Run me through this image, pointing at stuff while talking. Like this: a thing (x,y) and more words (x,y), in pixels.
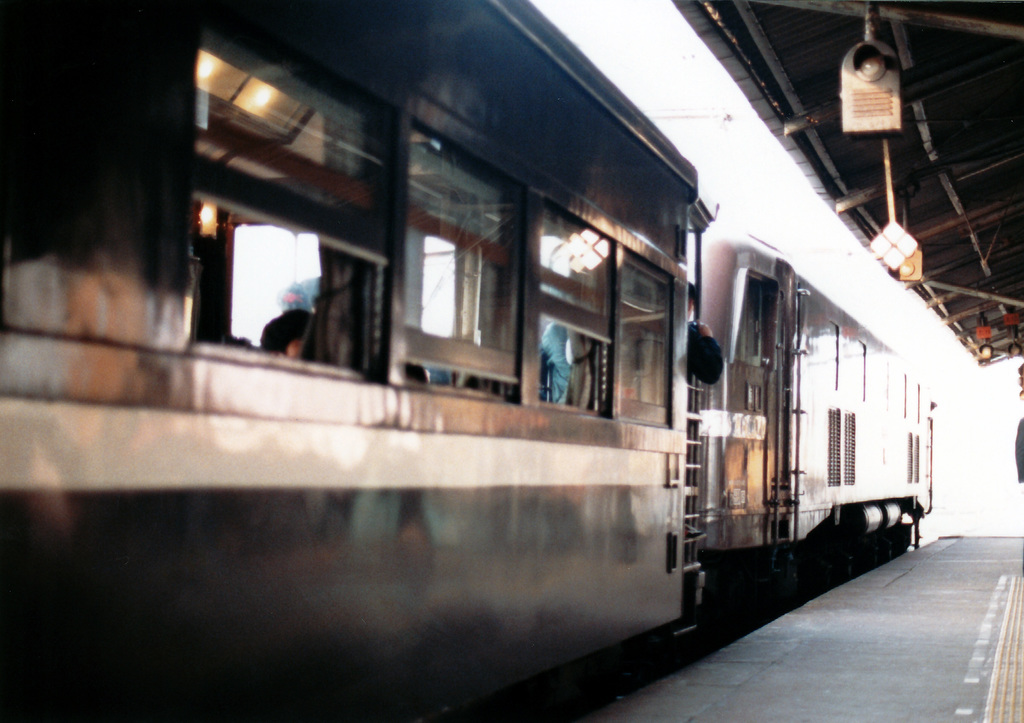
In this image I can see a train (532,411) and on the right side of the image (1007,691) I can see a platform (953,582). On the top right side of the image (851,58) I can see few lights (851,58) and I can also see few people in the train (532,361).
